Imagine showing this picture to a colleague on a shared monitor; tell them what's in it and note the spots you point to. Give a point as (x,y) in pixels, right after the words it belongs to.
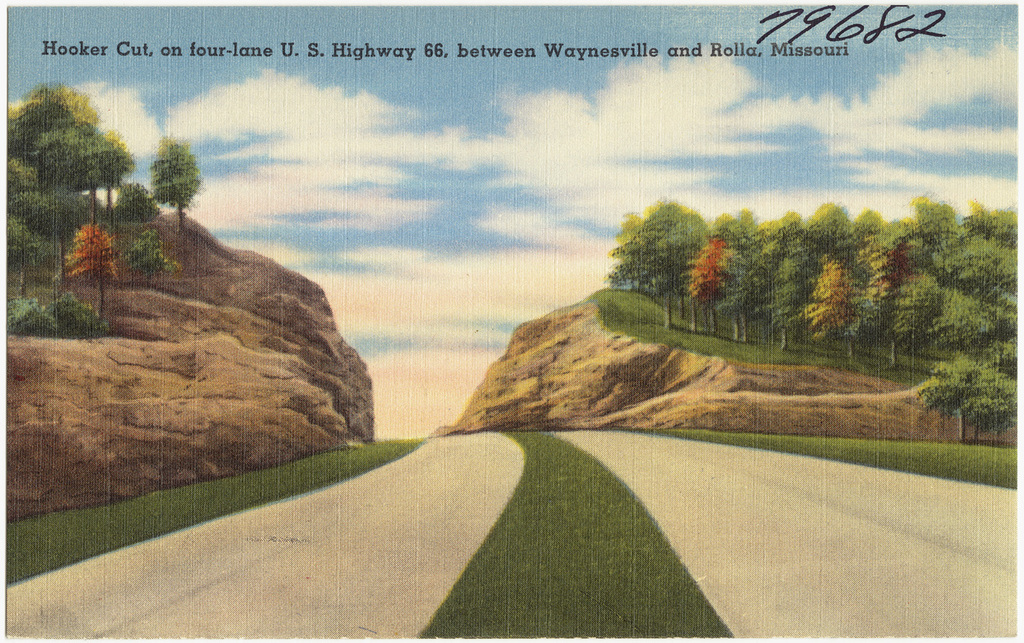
This is an animation picture we see trees (727,316), road (464,484) and a blue cloudy sky (455,139) and we see text (269,51) on the top of the picture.
